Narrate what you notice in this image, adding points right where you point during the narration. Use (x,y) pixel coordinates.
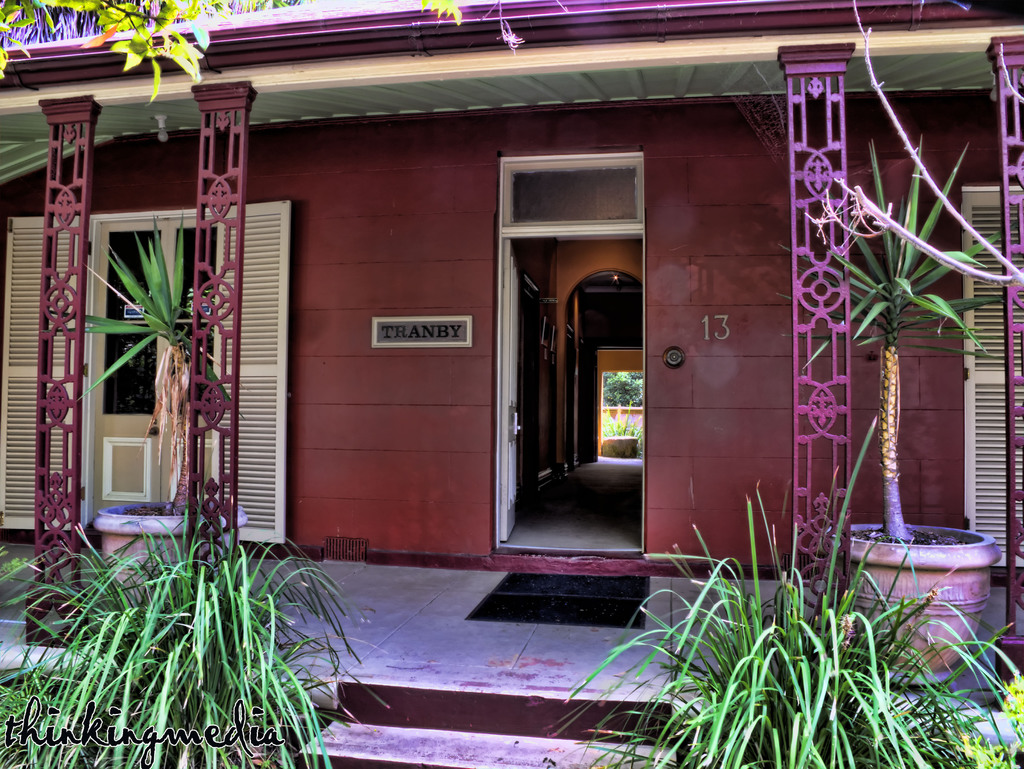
In this image I can see the house (347,198). I can see the board (422,345) to the house (386,388). In-front of the house (426,530) I can see two flower pots (942,566) and the grass (755,639). I can also see the tree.
